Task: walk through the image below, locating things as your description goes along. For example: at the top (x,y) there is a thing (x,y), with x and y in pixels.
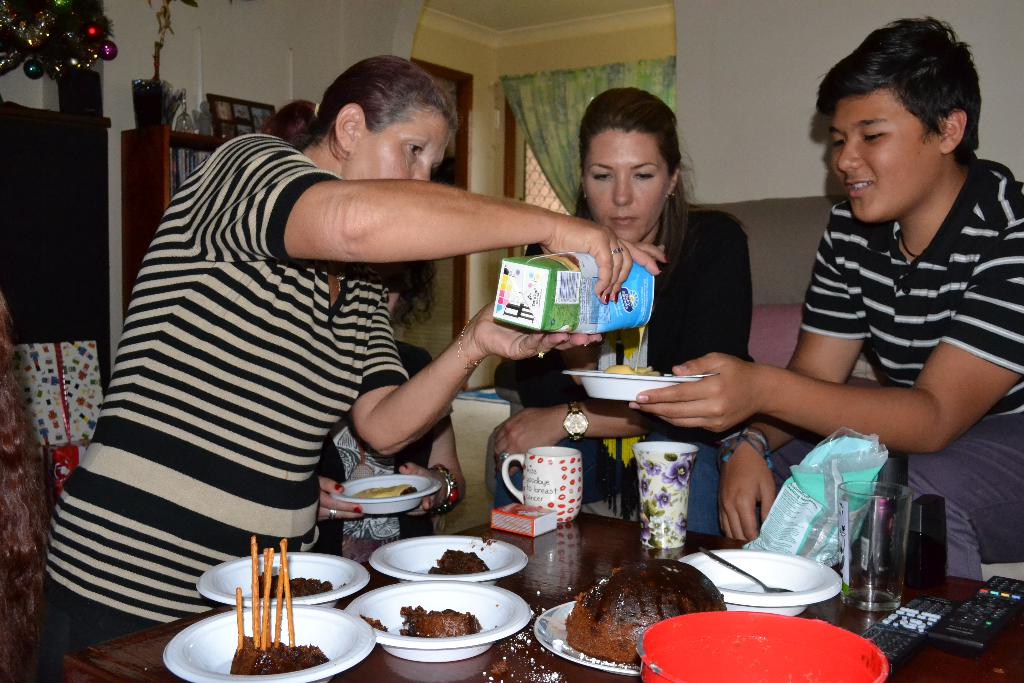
In this picture we can see people (516,385), in the right side of the given image a man (991,286) is seated and he is holding a plate (680,370), in the left side of the image (220,340) a person (142,480) is pouring liquid (636,366) in the plate (634,386), in front of them we can see bowls (777,649), cups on the table (611,561).
